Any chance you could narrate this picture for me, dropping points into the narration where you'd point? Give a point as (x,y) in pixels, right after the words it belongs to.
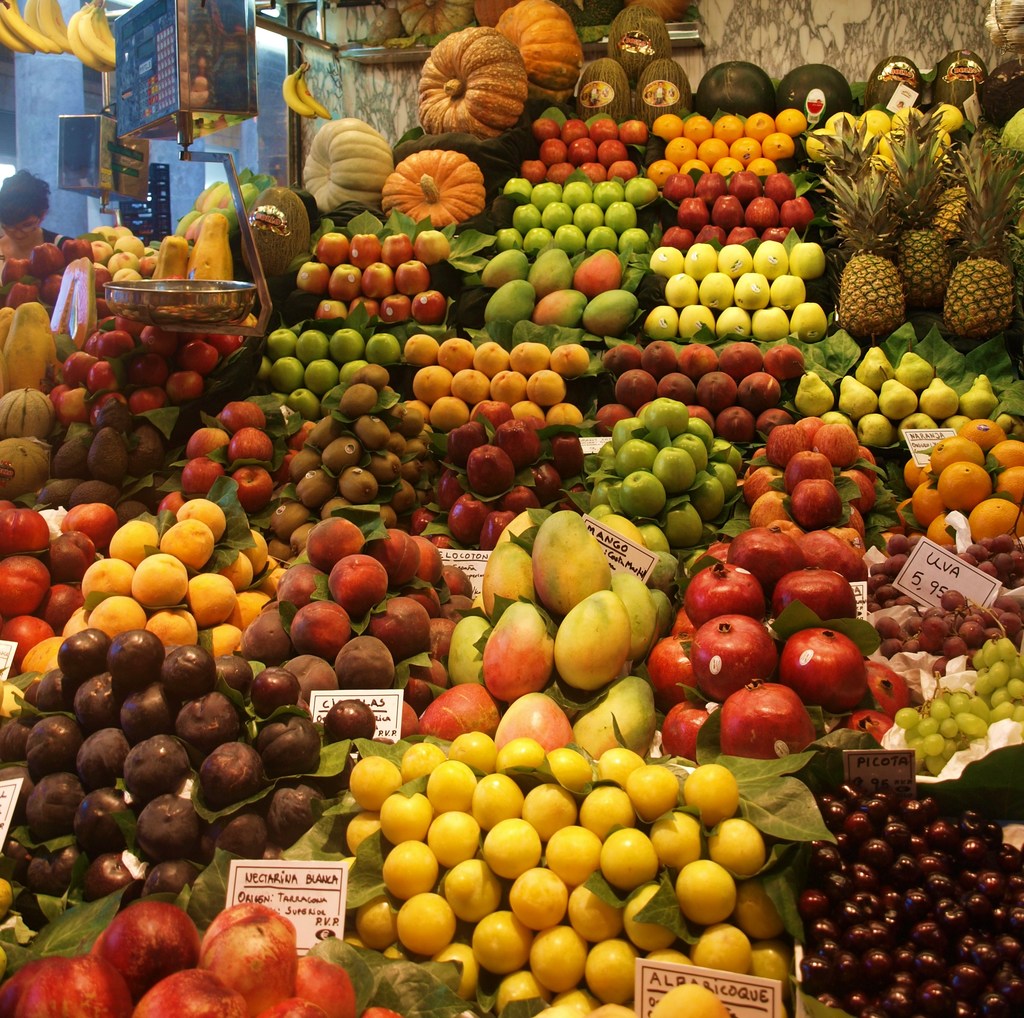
This image consists of many fruits (438,644). It looks like a fruit shop (522,563). There are pomegranate (793,728), mangoes (594,712), orange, apples (372,274), cherries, and pineapples (856,188) along with pumpkins (464,67).
